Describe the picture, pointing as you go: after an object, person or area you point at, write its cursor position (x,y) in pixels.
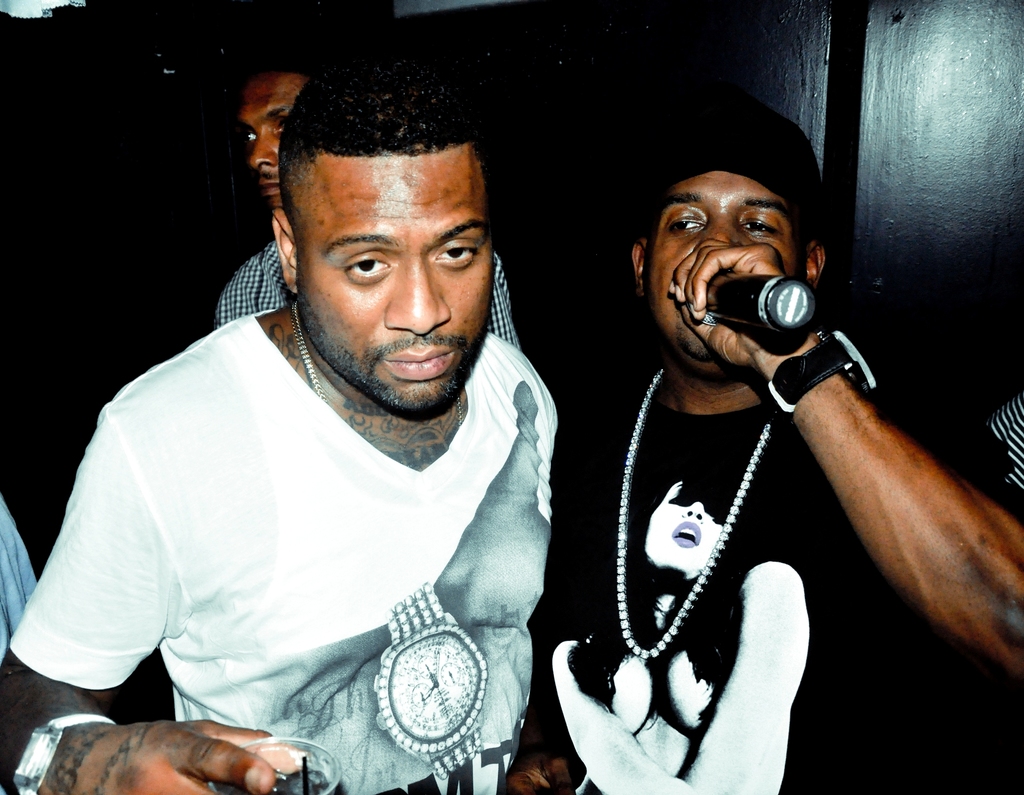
In this picture we can see three persons (430,489) here, a man (300,319) on the left side (291,308) is holding a glass (323,779), a man (811,549) on the right side (817,546) is holding a microphone (771,321), these two persons (678,564) wore t-shirts (500,634).
